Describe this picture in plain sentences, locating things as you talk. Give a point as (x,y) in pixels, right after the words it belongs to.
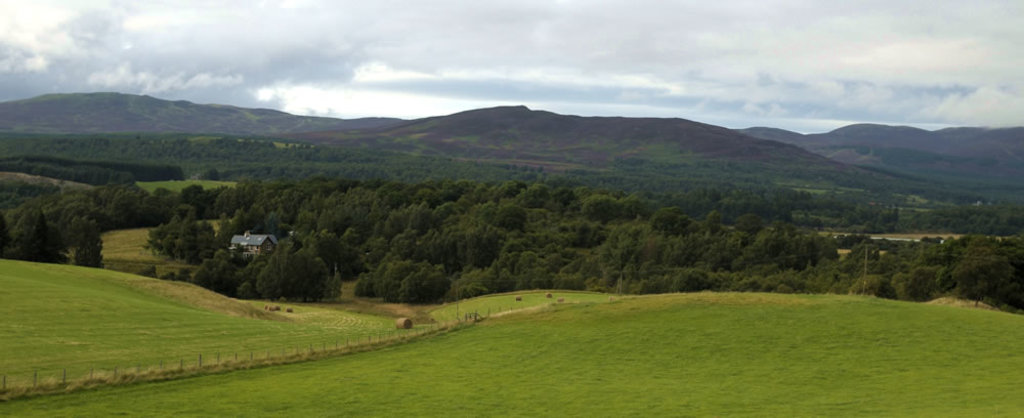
We can see green grass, trees (409,236) and house (274,240). In the background (480,18) we can see hills (485,148) and sky (483,69) with clouds (489,58).
